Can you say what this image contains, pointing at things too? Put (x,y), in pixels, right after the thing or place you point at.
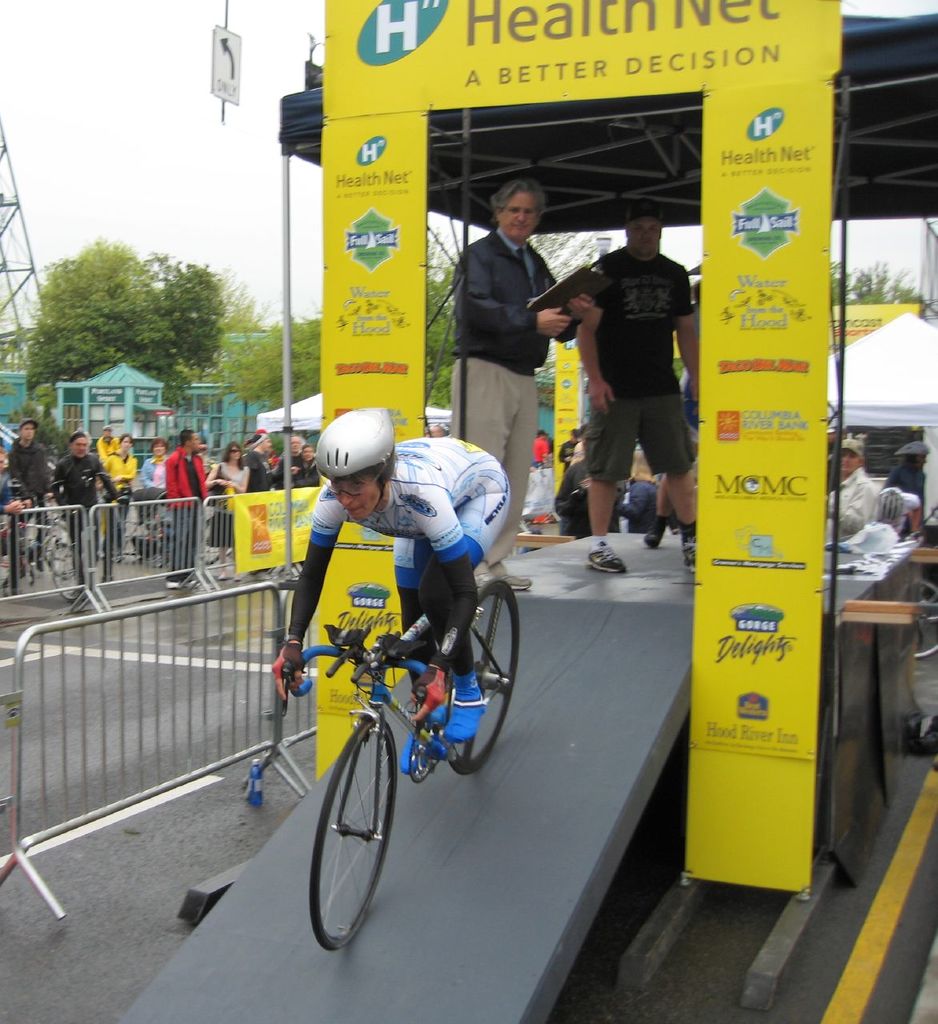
There is a group of people (299,435). They are standing. In the center of the person (438,562) is riding a bicycle (492,681). He is wearing a helmet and back side of the person (522,327) is holding a book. We can see in the background (174,305) trees (171,285), fence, banners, sky (129,65), tent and stand (358,264).
